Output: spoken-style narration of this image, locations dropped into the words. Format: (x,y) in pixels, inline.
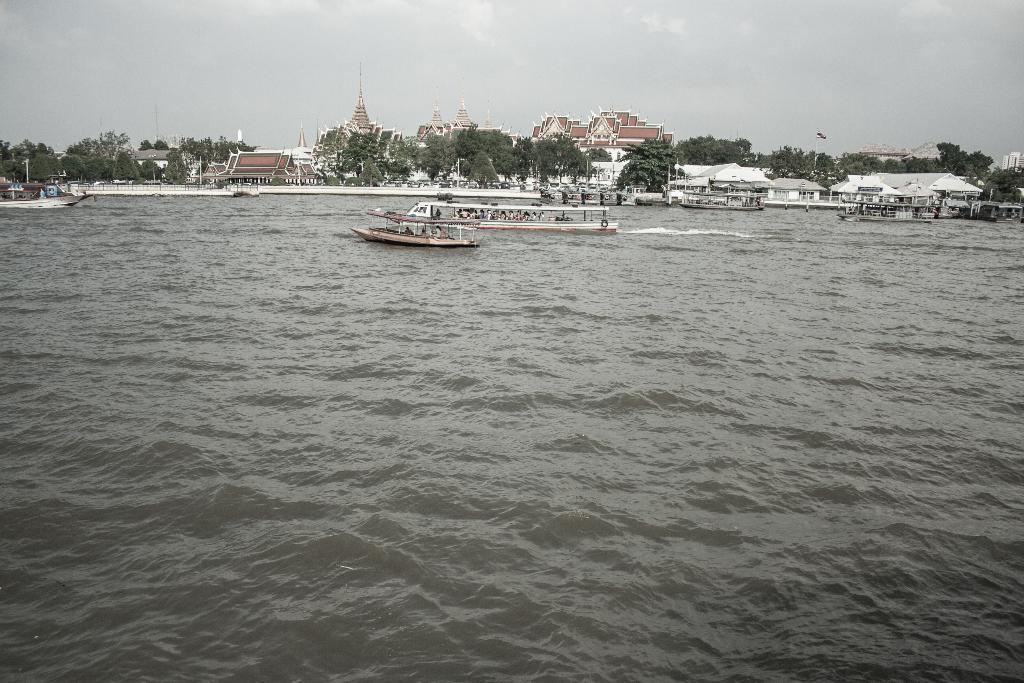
In this image we can see houses (319,164), there are some ships (387,229) on the river (435,266), also we can see trees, and the sky (706,91).
